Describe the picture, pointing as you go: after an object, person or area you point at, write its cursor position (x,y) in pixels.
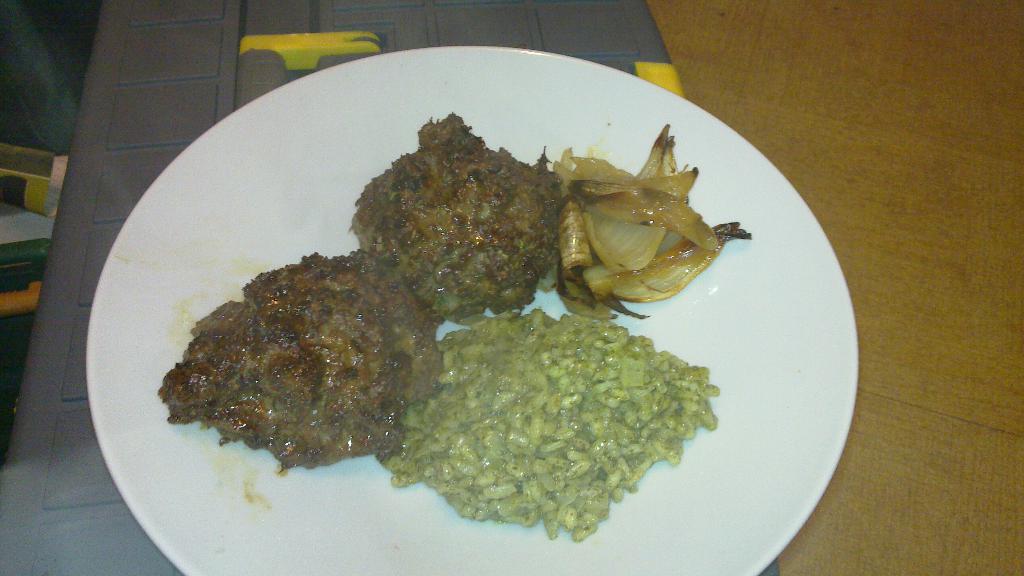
In this image, we can see food (332,319) on the plate (746,311), which is placed on the table (706,104) and there are some other objects (186,58).
